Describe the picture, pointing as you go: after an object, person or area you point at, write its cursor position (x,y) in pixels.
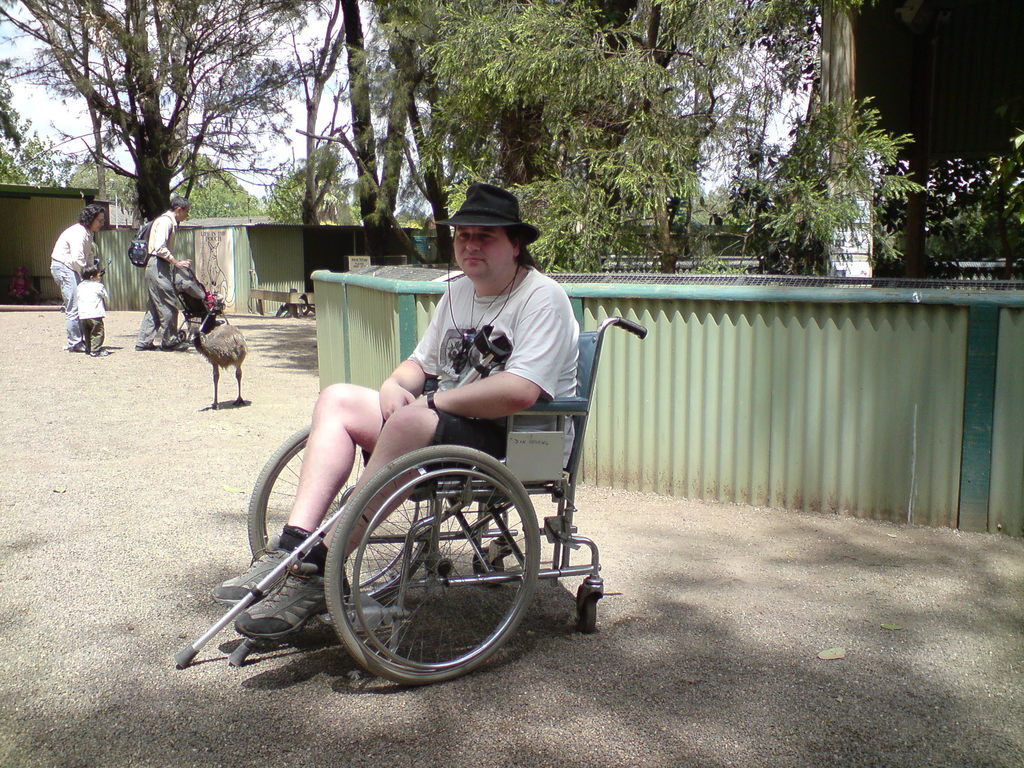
In this image I can see a person (519,393) is sitting on the wheelchair (499,488) and holding something. Back I can see trees (566,32), fencing (868,393), sheds (264,256), bird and few people (167,316) are walking and holding something.
